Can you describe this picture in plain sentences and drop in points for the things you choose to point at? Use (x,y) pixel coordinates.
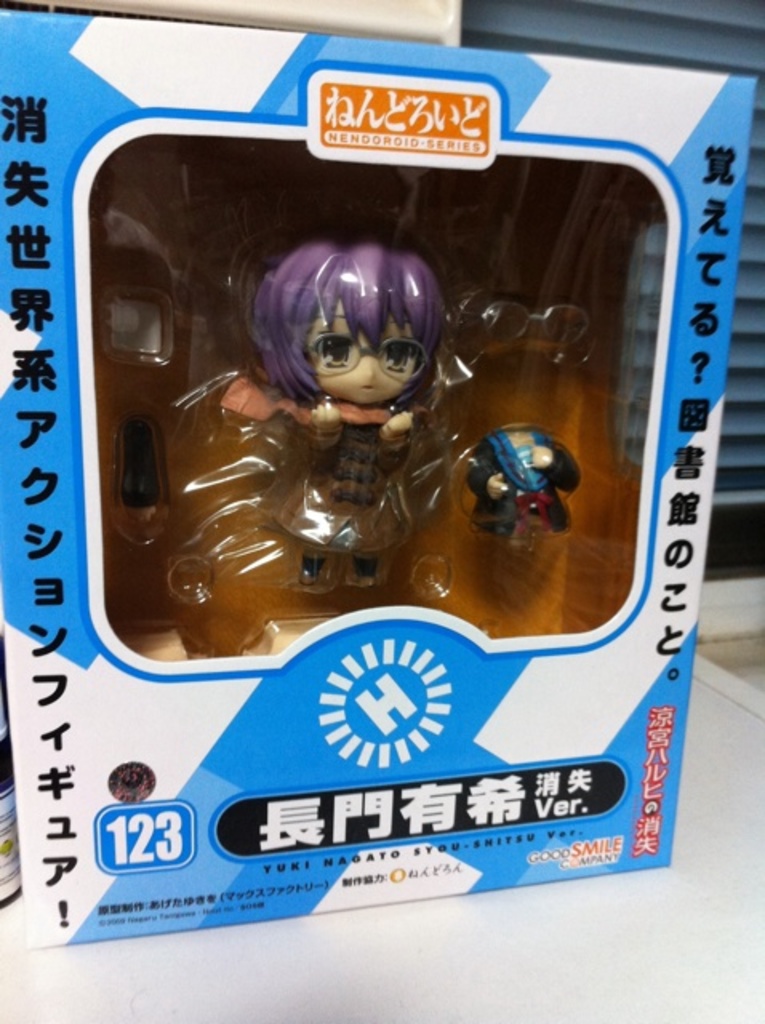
In this image there is a packet of toy (366,493) on a table (354,924).
